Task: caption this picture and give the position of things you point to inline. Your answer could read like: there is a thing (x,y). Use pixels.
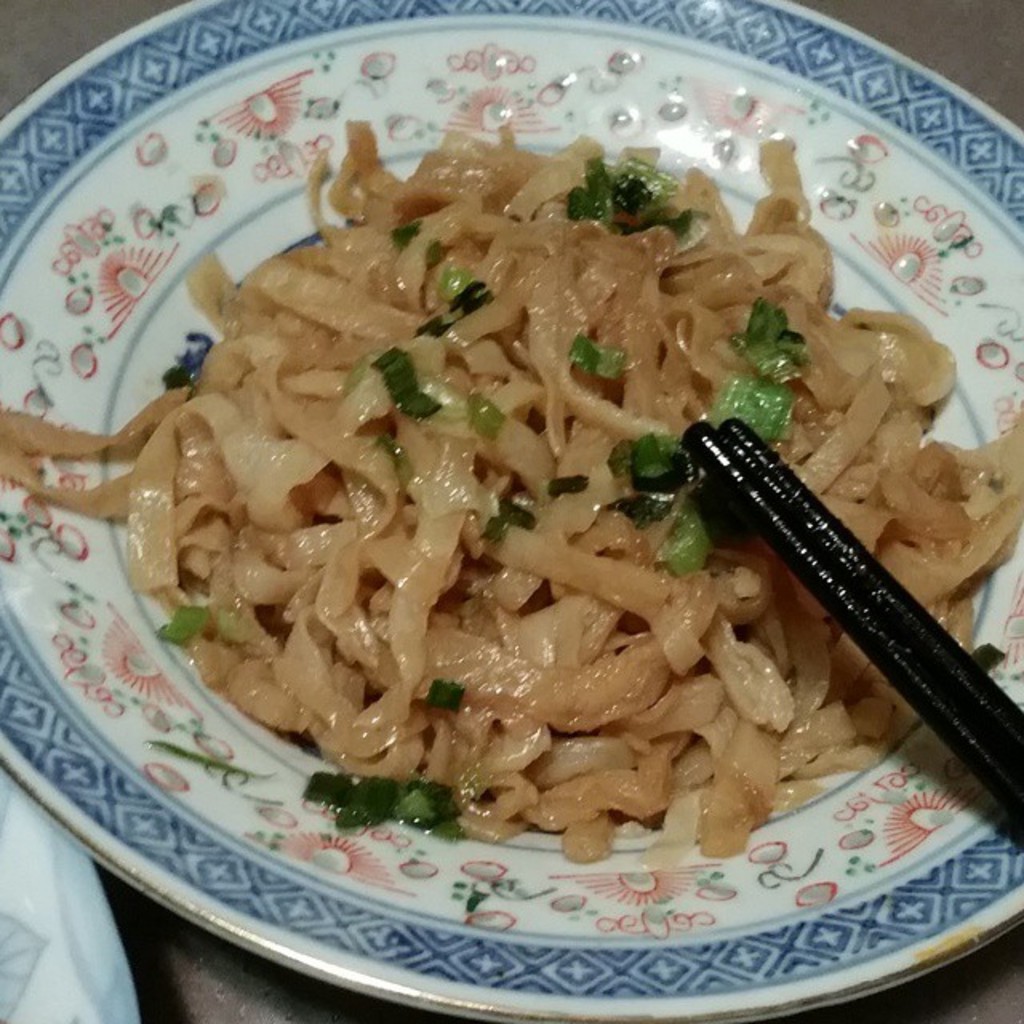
In this image we can see a plate (206,888) with food items (387,604). Also there are chopsticks (838,604).
